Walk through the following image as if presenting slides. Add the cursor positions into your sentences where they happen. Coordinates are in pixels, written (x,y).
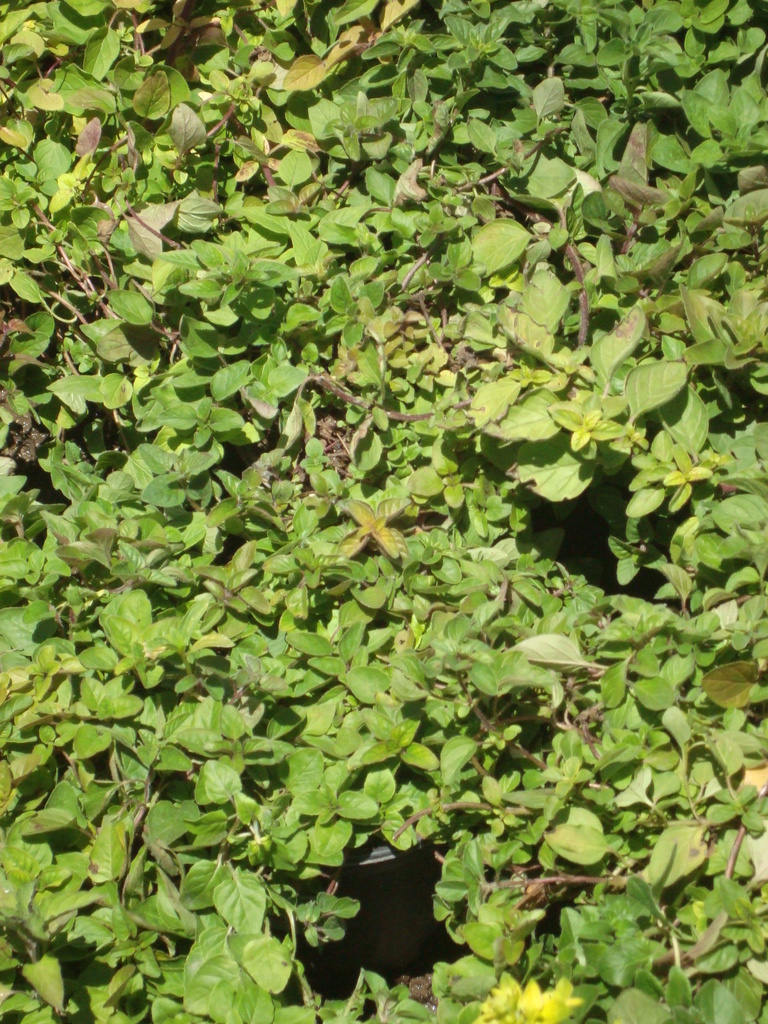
In this image we can see leaves (266,351) and stems (516,880).
